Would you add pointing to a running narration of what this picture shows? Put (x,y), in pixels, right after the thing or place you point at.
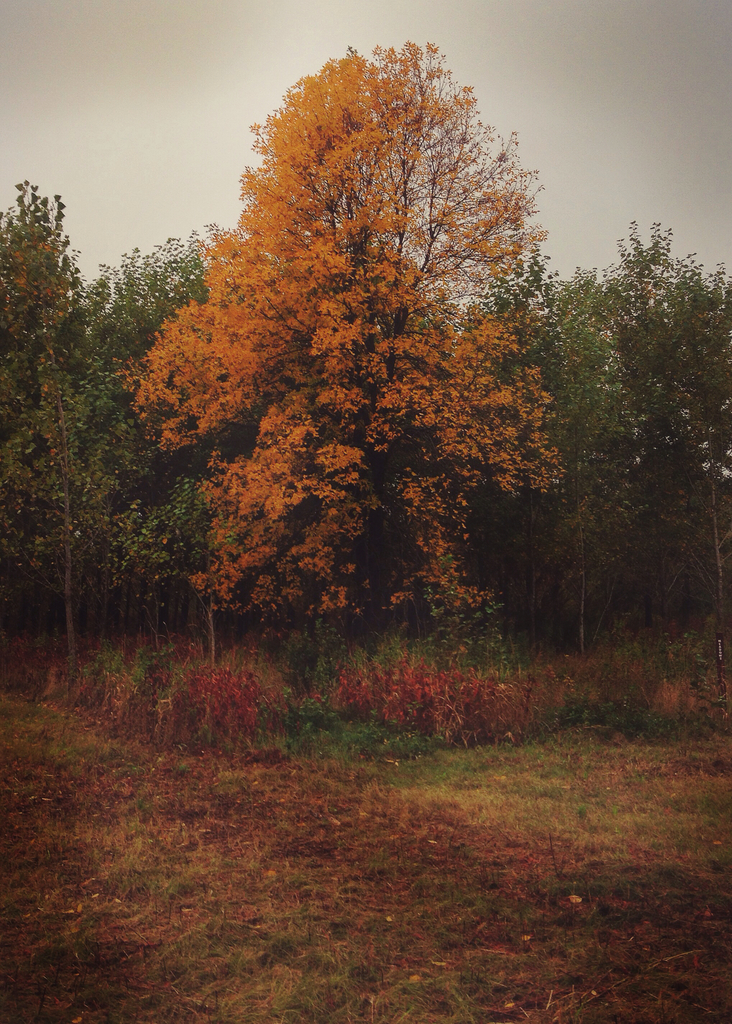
At the bottom of this image (486,813), there is grass (535,813) on the ground (585,831). In the background (654,505), there are trees (542,346) and grass (285,675) on the ground (285,675) and there are clouds (154,67) in the sky (76,127).
